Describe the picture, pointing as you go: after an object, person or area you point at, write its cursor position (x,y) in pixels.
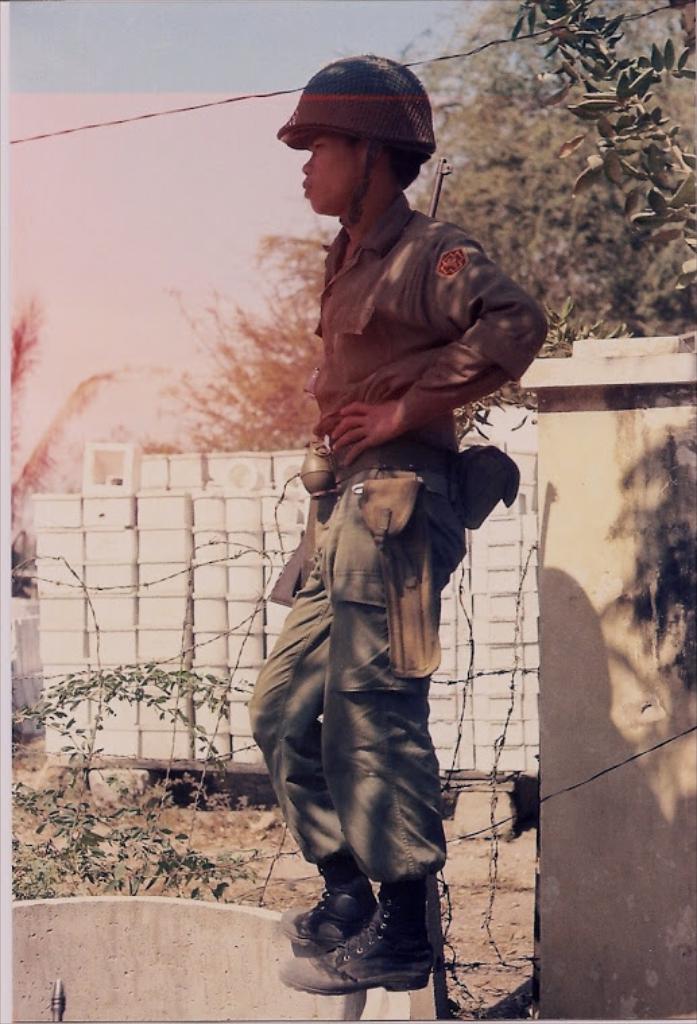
As we can see in the image there is a man (368,586) standing, wall (645,889), plant (154,662) and trees (448,187). On the top (114,185) there is sky (114,155).
